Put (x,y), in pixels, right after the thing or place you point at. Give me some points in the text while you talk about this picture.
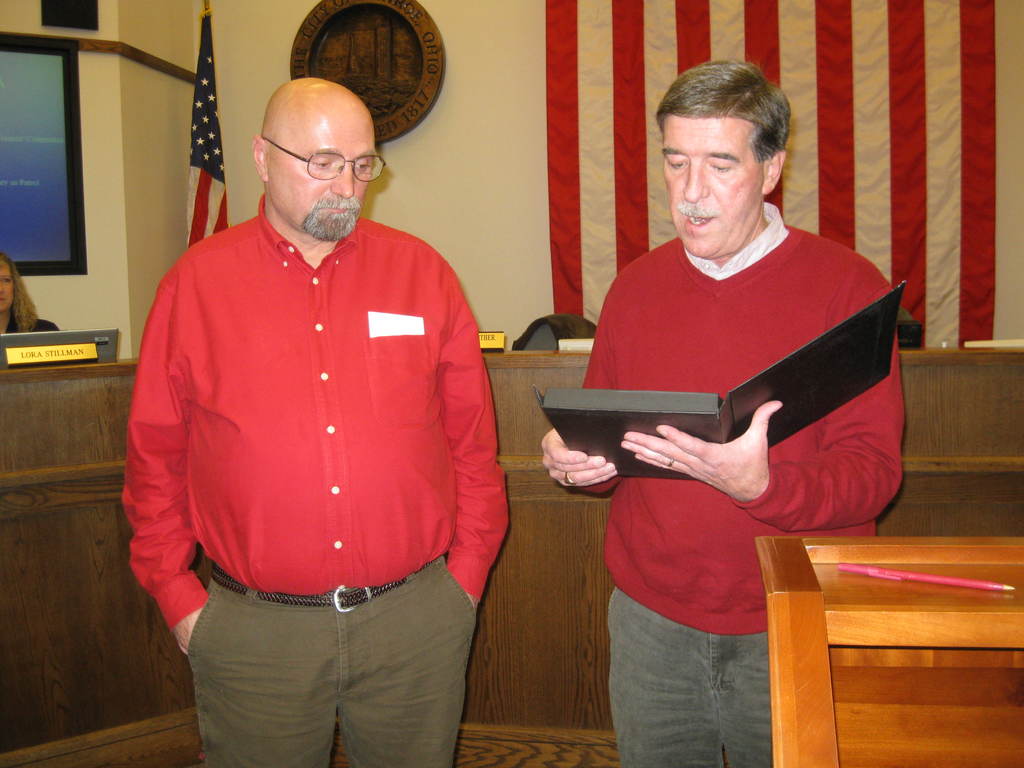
In this picture I can see couple of men (711,378) standing and I can see a man (732,351) holding a book (598,434) in his hand (671,444) and reading. I can see a pen (959,584) on the podium (789,736) and I can see few chairs (574,320) and a women (32,308) sitting on the chair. I can see a television (25,131) on the wall (184,14), couple of flags (967,249) and looks like a shield (429,68) on the wall (256,28).
